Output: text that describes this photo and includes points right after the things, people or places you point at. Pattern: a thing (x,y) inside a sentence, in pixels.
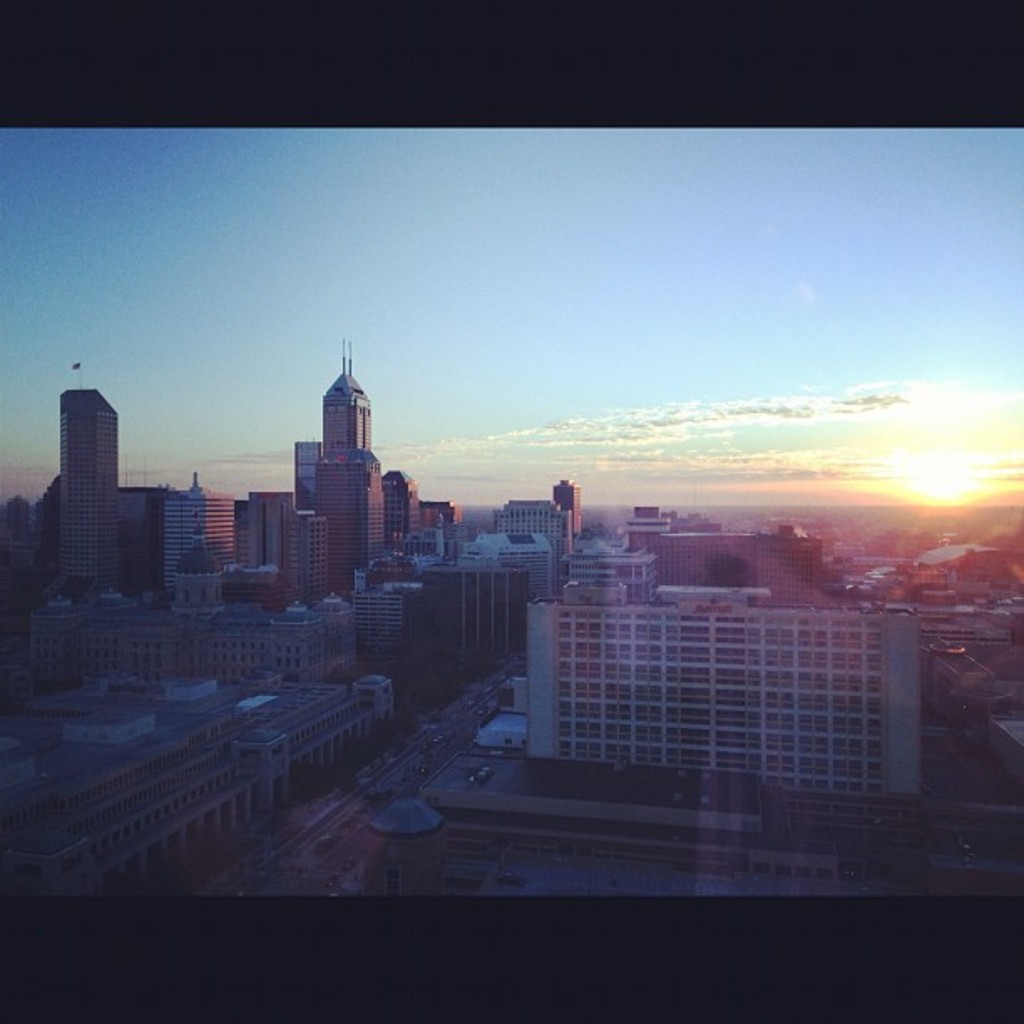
In the center of the image (675,679) buildings (546,663) are there. At the bottom of the image (364,831) we can see road (361,811), cars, vehicles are there. At the top of the image (538,297) clouds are present in the sky (766,395). On the right side of the image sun (928,463) is there.
